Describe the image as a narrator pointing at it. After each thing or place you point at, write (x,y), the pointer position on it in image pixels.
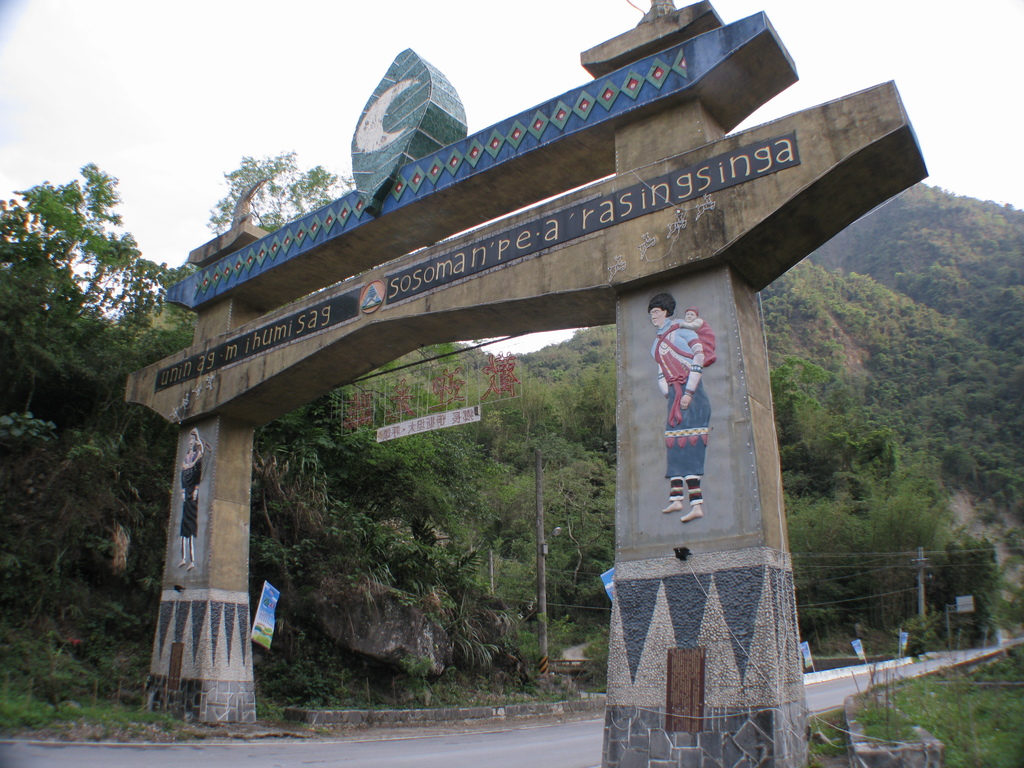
In this image there is a monument (425,239) on a road (355,767), in the background (585,369) there are trees (909,321) mountains (887,376) and the sky (166,112).
